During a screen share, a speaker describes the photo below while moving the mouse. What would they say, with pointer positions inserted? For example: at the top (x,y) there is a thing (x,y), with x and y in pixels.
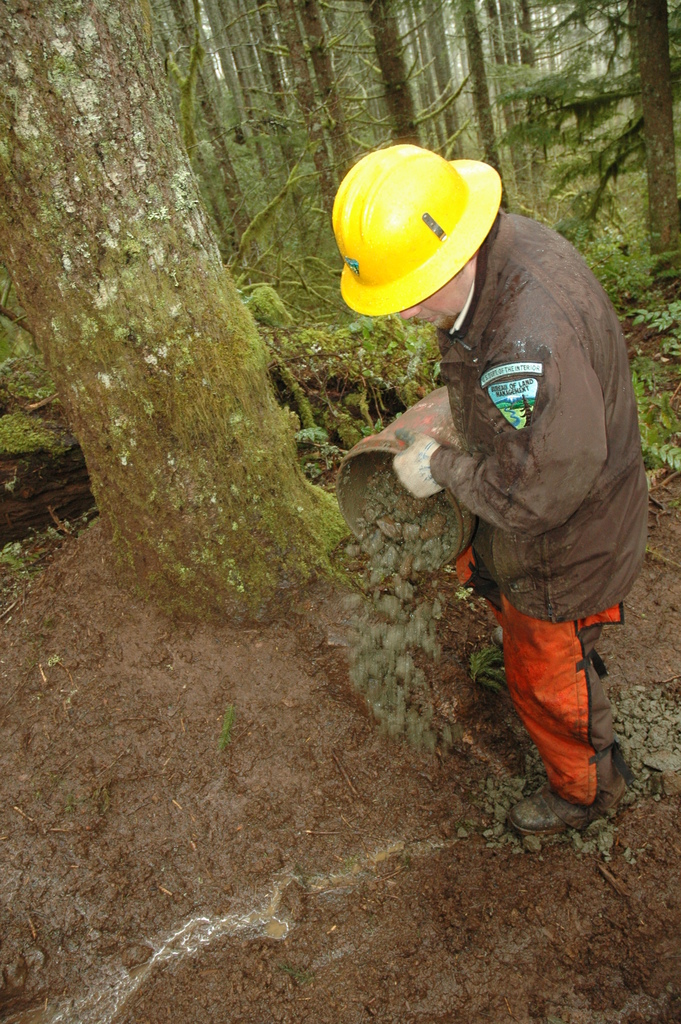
In this image there is a person (514,613) standing and holding a bucket (401,425), in which there are something like rocks (358,643). In the background (654,47) there are trees (158,163).
